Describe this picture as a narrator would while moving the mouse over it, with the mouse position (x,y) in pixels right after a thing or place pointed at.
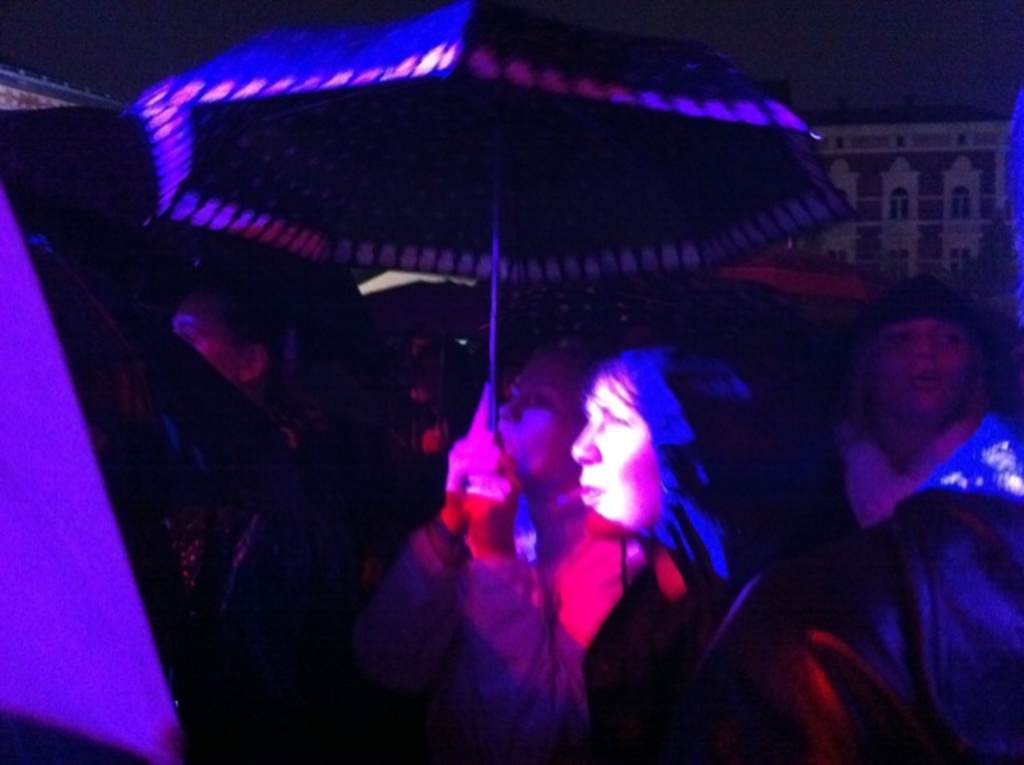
In this image we can see a group of persons (304,609) are standing, there a woman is holding an umbrella (548,86) in the hands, at the back (843,124) there is the building (902,192), there it is dark.
